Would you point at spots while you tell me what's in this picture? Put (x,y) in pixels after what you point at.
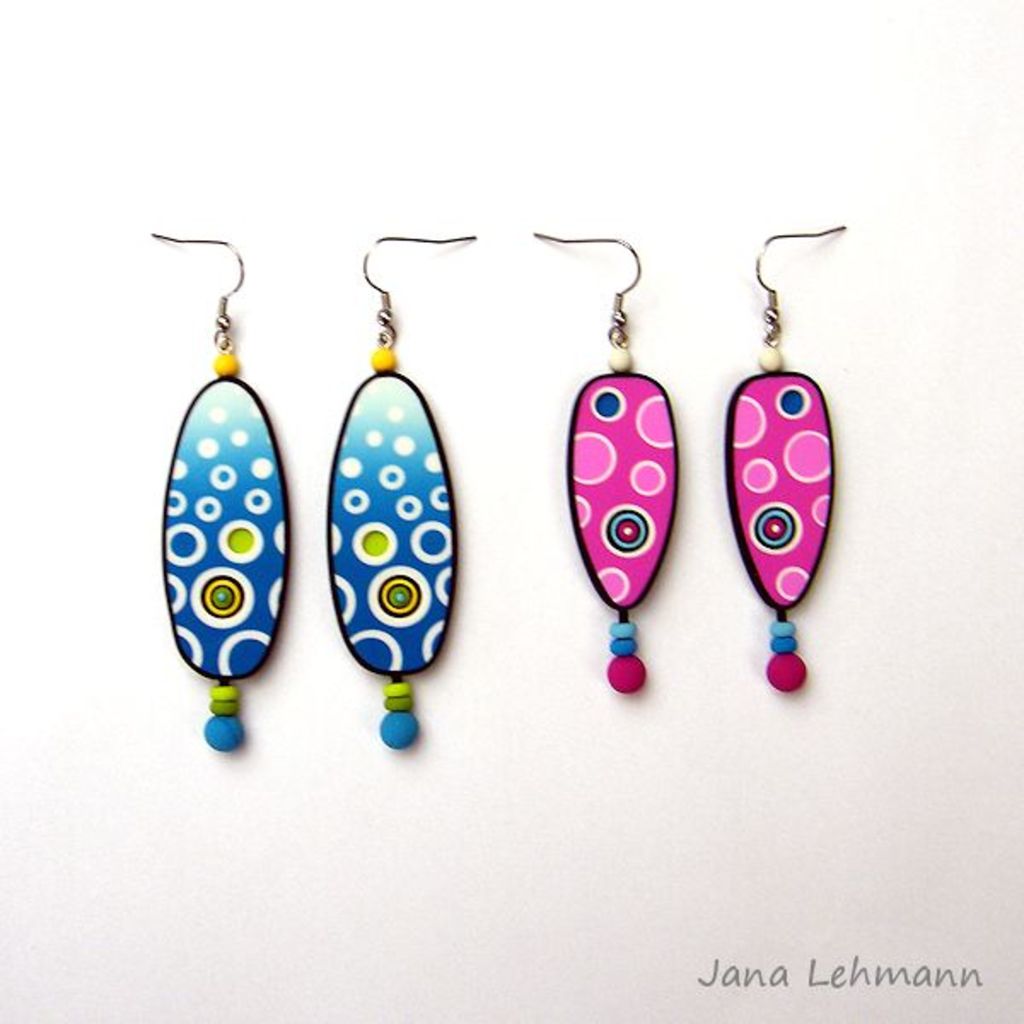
In this image we can see some earrings (261,594) placed on the surface (735,690). At the bottom (834,982) we can see some text (818,982).
